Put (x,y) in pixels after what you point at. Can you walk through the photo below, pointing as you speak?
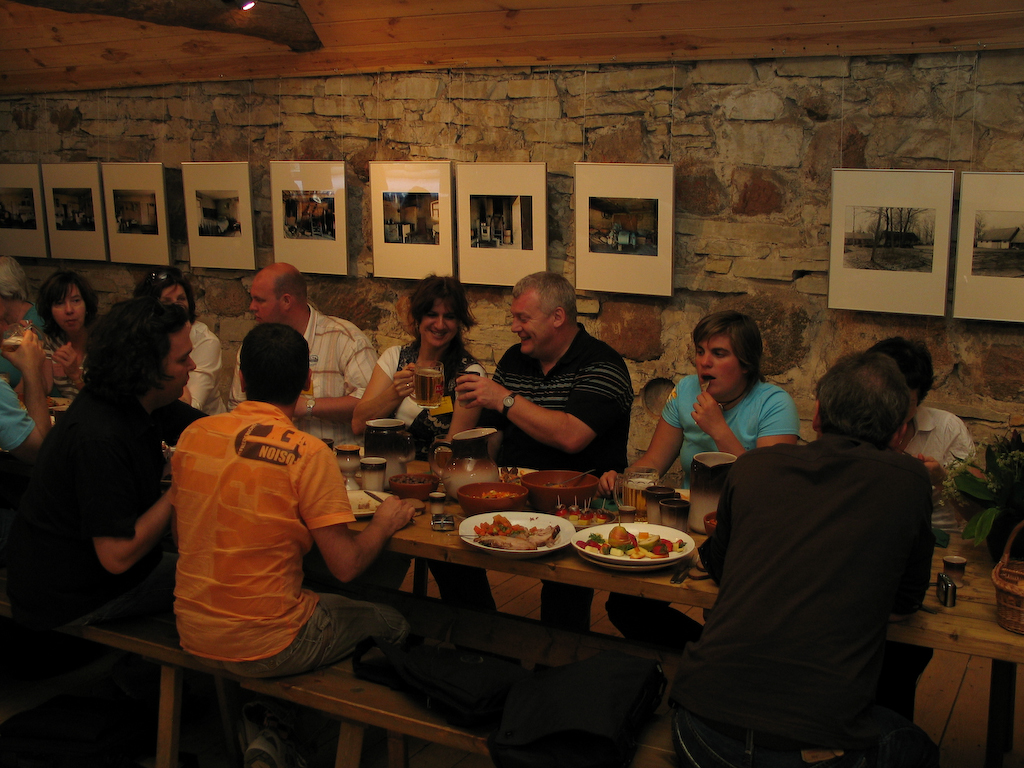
In this picture we can see some persons (778,702) sitting on the chairs (406,722) around the table (691,593). On the table (561,556) we can see some food (502,539) in the plate (535,519), jar (480,451), and cups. On the background (787,115) there is a wall (750,236). And these are the frames (422,262) on to the wall (570,233).
